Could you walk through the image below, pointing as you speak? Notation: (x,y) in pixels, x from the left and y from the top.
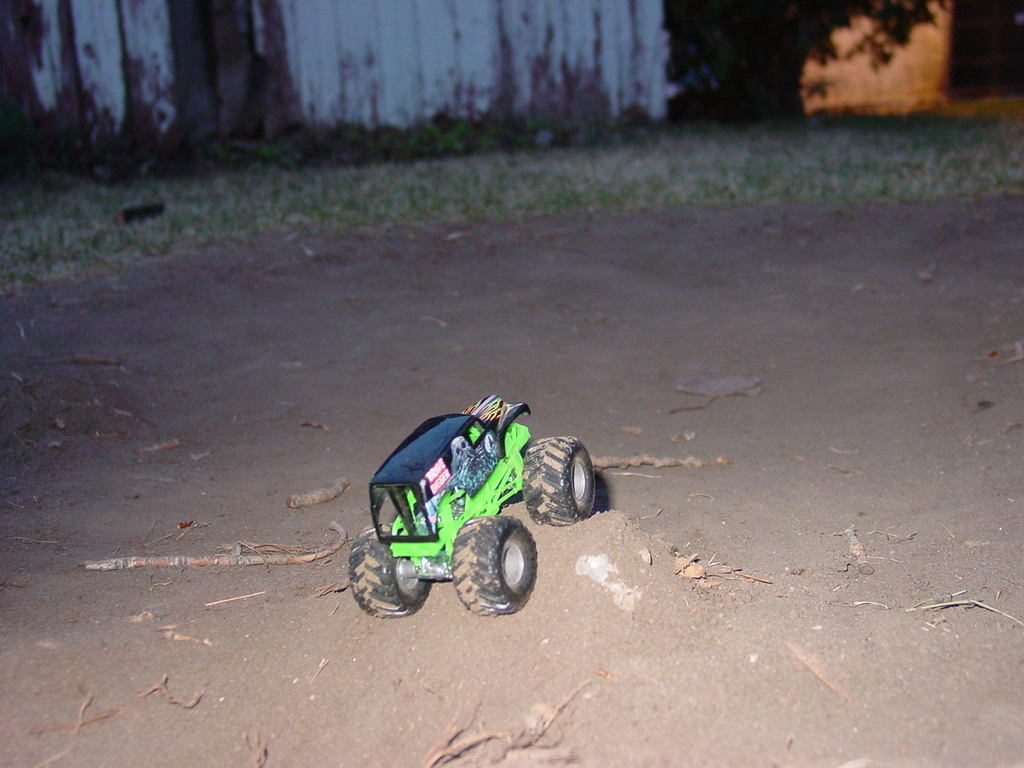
In this picture there is a truck toy (458,529) which is kept on the sand (615,586). In the background (423,53) I can see the building's wall (423,53) and grass (20,222).
